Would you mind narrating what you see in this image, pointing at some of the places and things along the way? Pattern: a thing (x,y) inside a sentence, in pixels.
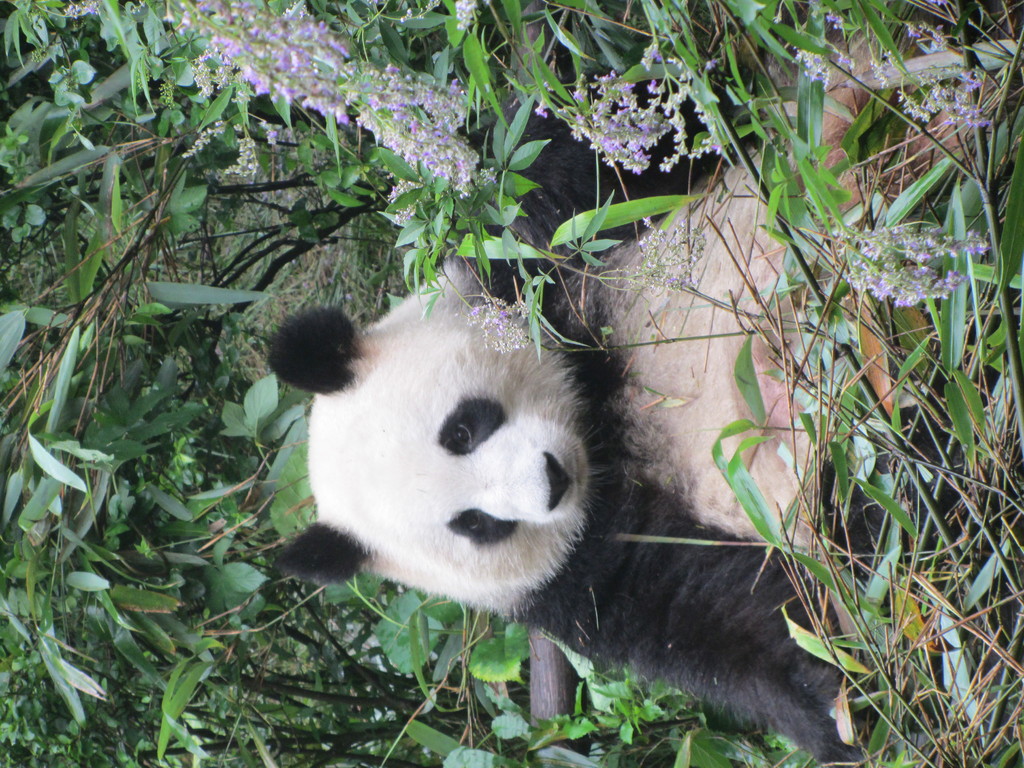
In this image I can see a panda (460,487) which is black and white in color on the ground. I can see few trees (199,263) and few flowers (248,148) which are violet and white in color.
